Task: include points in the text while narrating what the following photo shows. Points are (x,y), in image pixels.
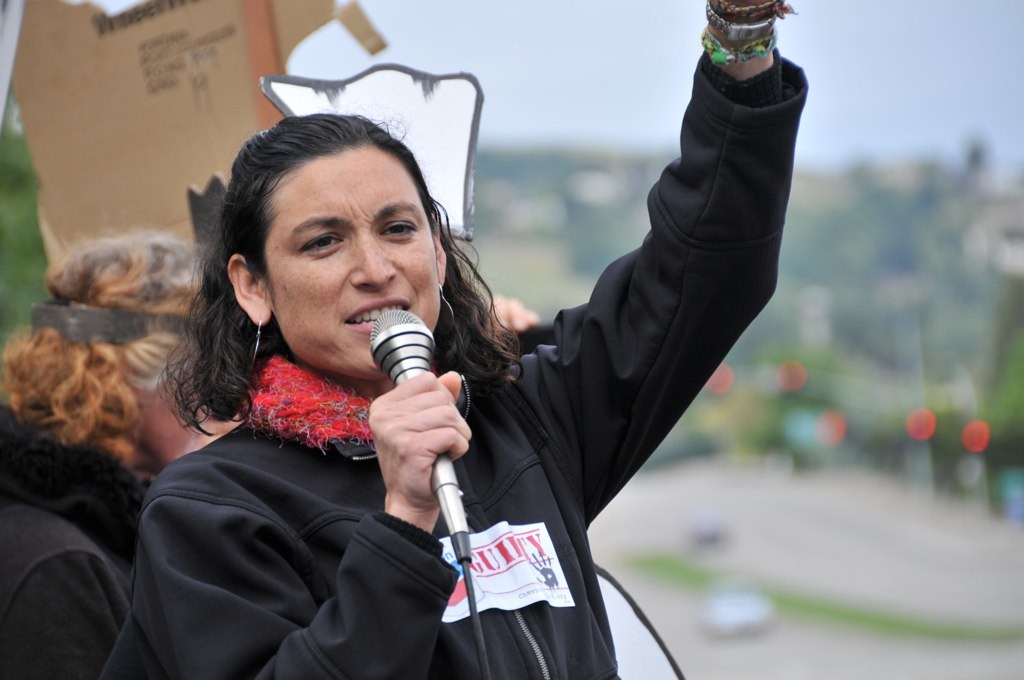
This Picture Describe about the woman (252,287) delivering a speech holding a microphone (456,548) in her hand (412,401) and wearing a black jacket (297,548) on which guilty is written. And Behind Her another woman (135,334) is standing with brown color hair (112,377) and wearing a black jacket (71,549).
